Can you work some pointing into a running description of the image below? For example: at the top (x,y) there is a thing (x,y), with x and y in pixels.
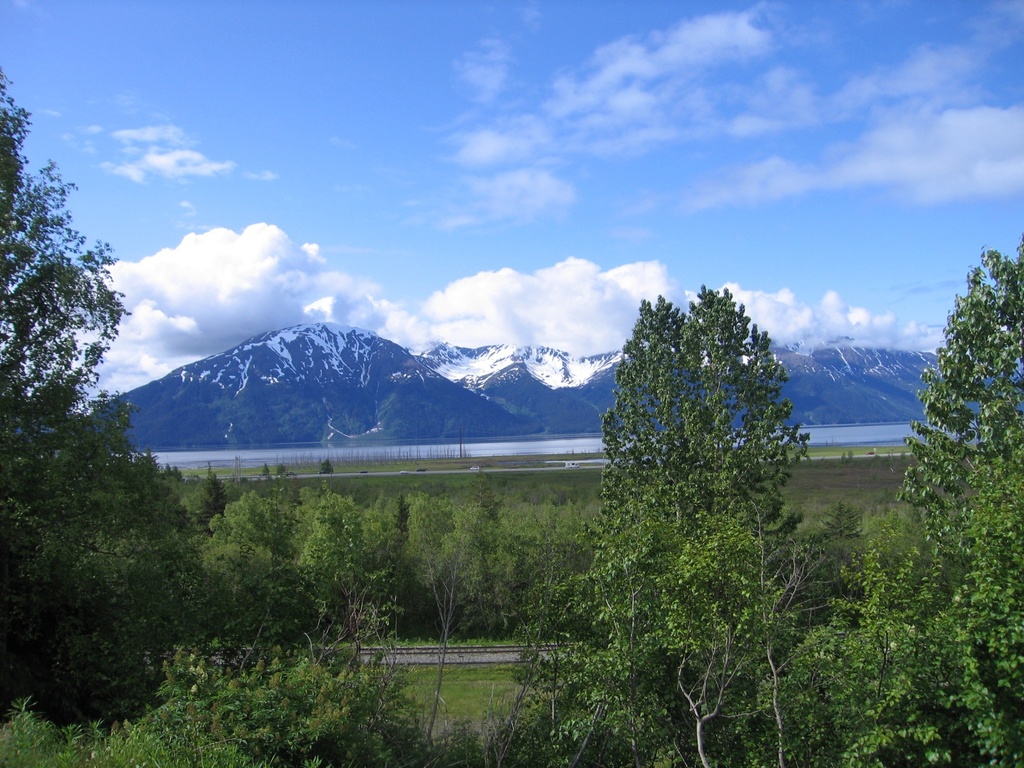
In the center of the image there is a railway track (475,660). There are trees (451,554). There is water (540,438). There is snow (539,379) on the mountains (587,363). In the background of the image (839,337) there is sky (446,132).
